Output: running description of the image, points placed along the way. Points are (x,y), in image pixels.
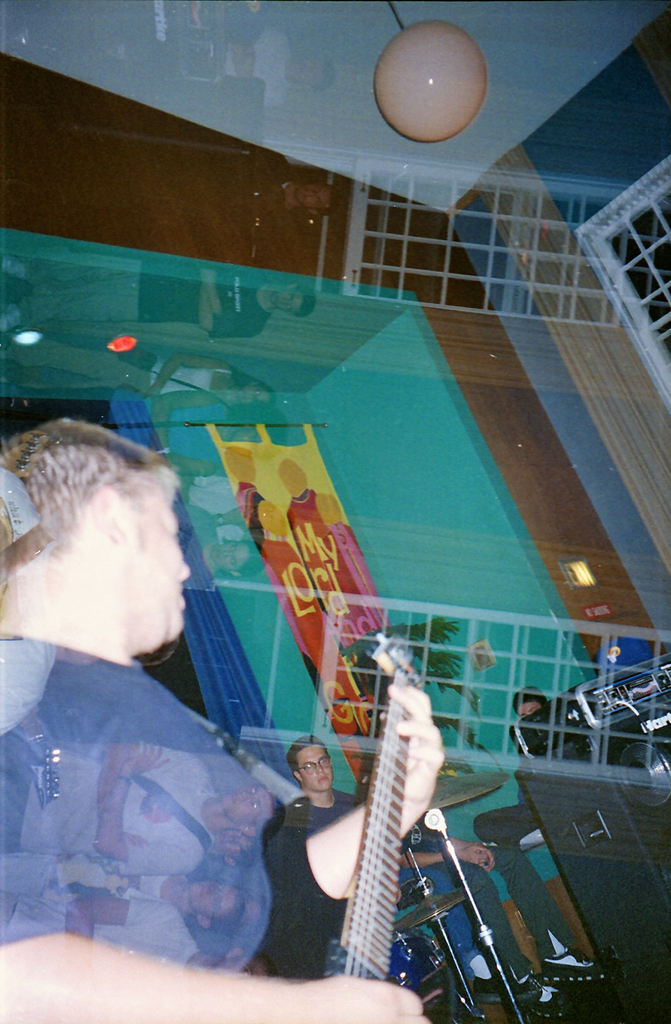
As we can see in the image there is a wall (458,409), window (653,277) and a man (248,868) holding guitar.
